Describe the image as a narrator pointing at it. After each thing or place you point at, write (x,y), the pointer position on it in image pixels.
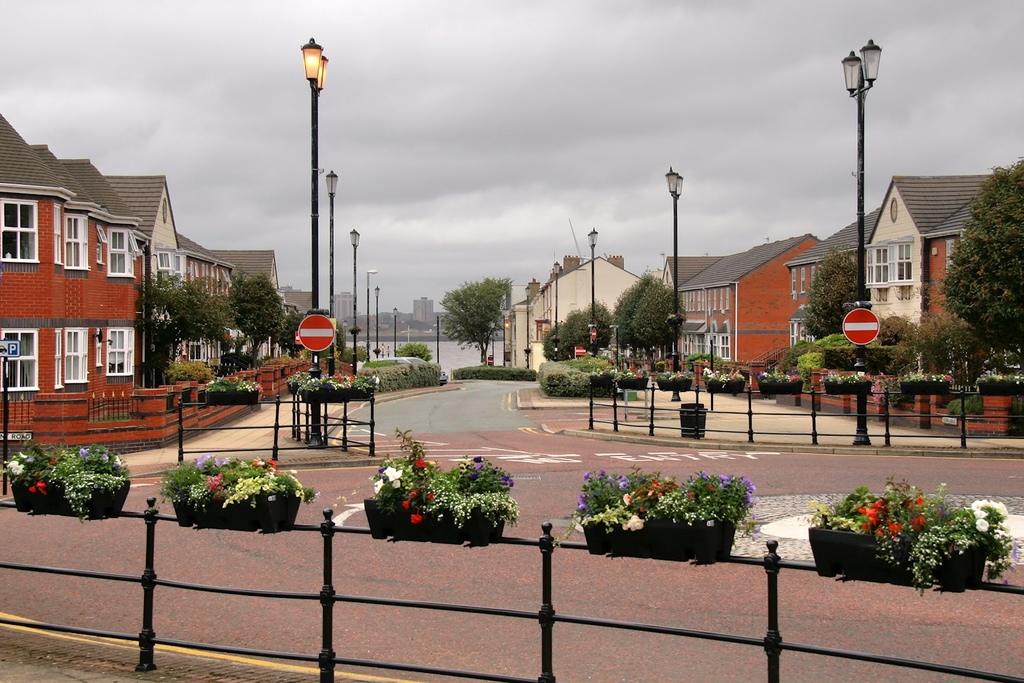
In this picture I can see plants (744,499) with flowers (242,485) in the pots (280,505), on the iron rods (887,405), there are poles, lights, houses (507,335), trees (1003,323), road (385,436), boards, and in the background (433,234) there is sky (485,102).
